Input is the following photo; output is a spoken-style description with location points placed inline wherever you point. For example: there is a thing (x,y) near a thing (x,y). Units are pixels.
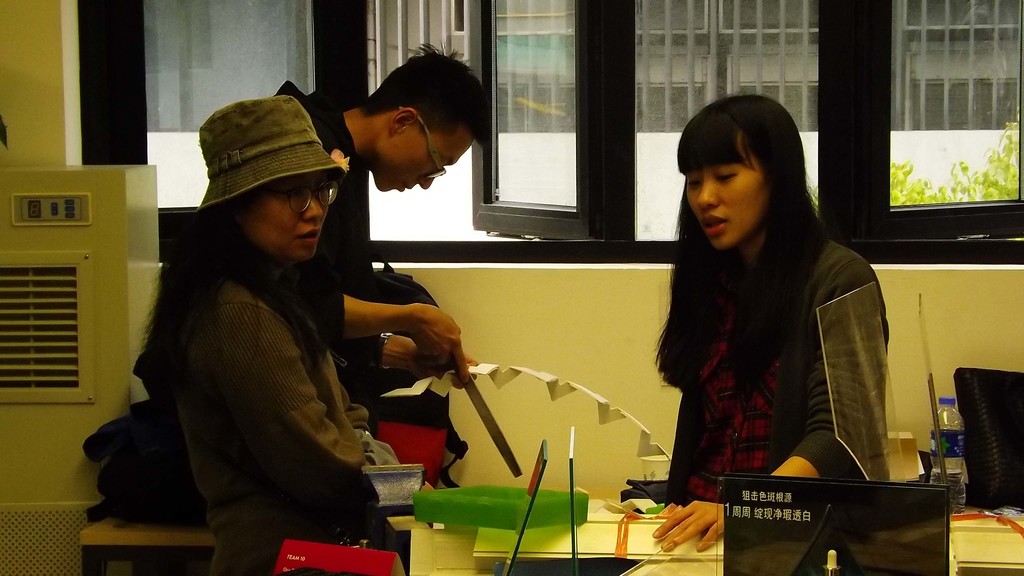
In this image we can see the people (696,525) standing near the table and the other person (437,362) holding an object (499,430). On the table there are papers (598,524), bottle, board (891,491) and a few objects (978,467). In the background (955,361), we can see the wall (501,340) with the window (219,53), through the window (836,48) we can see the building (988,144) and a tree (910,192).
